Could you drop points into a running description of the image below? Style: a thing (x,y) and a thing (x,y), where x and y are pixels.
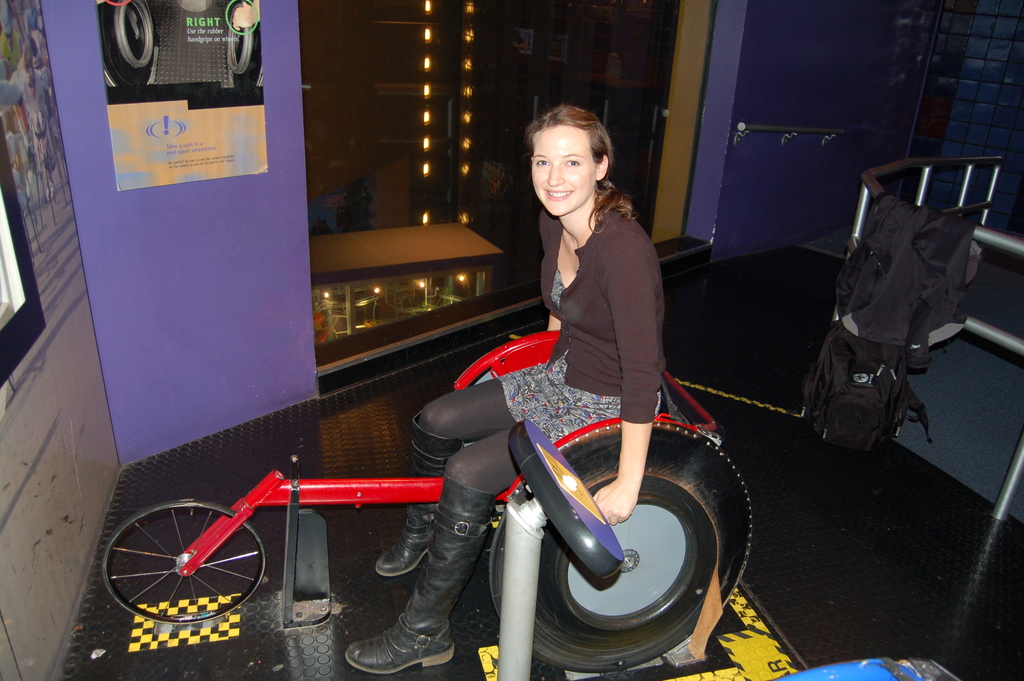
In this image we can see a woman (580,373) is sitting, and smiling, she is on a wheelchair (630,642), there are the lights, there is the wall (257,178) and pictures (220,146) on it.
